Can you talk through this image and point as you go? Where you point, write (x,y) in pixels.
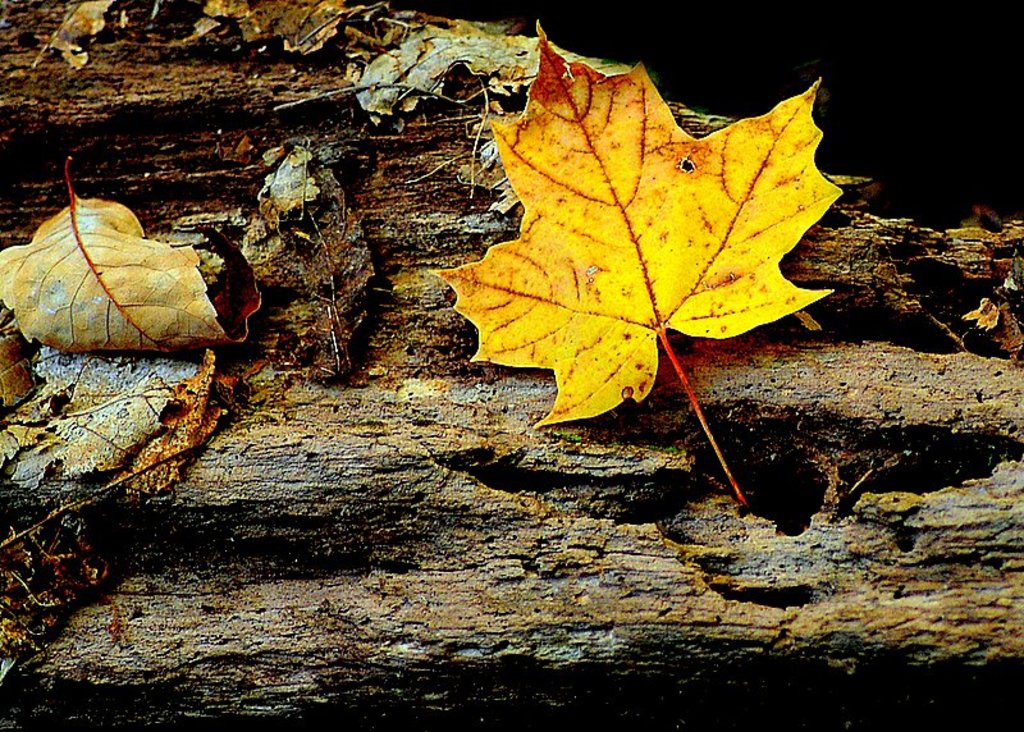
In the image we can see there are dry leaves (182,287) on the wood (575,550).
